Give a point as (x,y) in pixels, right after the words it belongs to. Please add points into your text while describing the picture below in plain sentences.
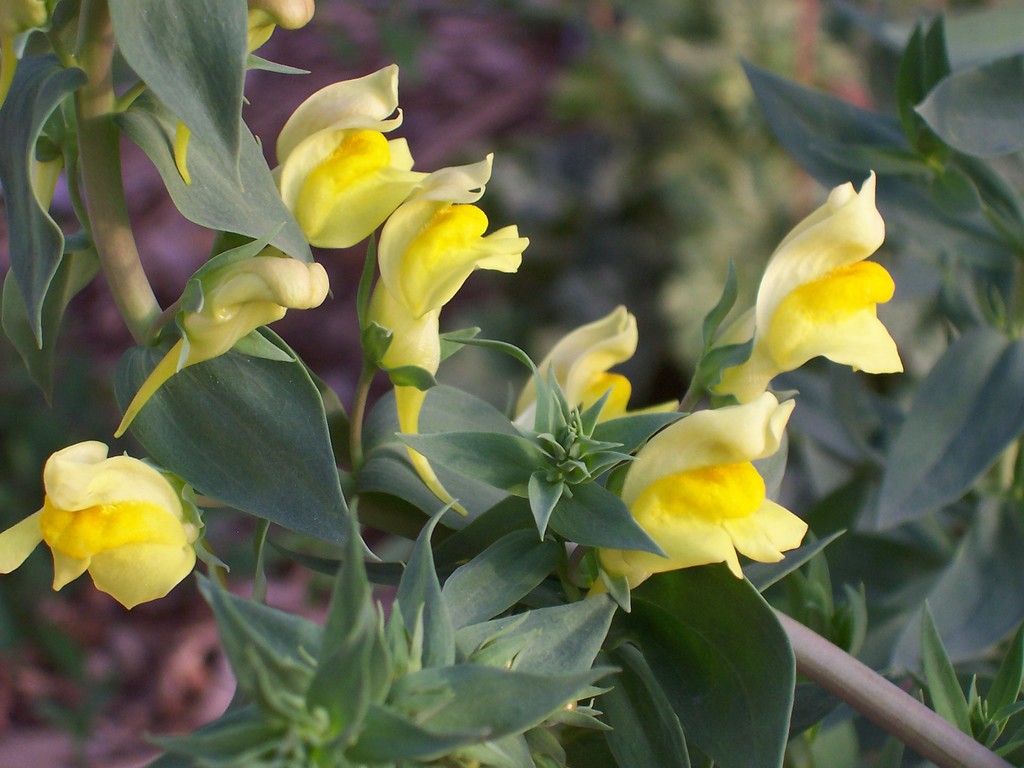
In this picture we can see a few yellow flowers (72,524) and some green leaves (258,380). Background (637,148) is blurry.
